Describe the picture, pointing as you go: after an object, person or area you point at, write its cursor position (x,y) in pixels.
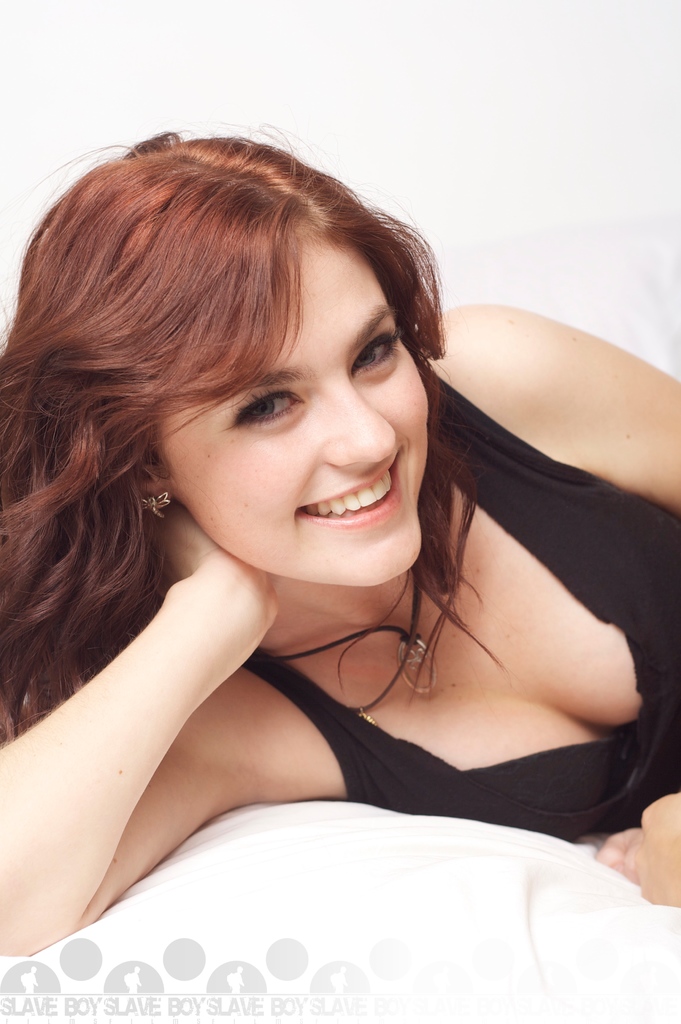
In this image we can see a lady person (425,715) wearing black color dress (435,791) lying on the bed (252,844).
